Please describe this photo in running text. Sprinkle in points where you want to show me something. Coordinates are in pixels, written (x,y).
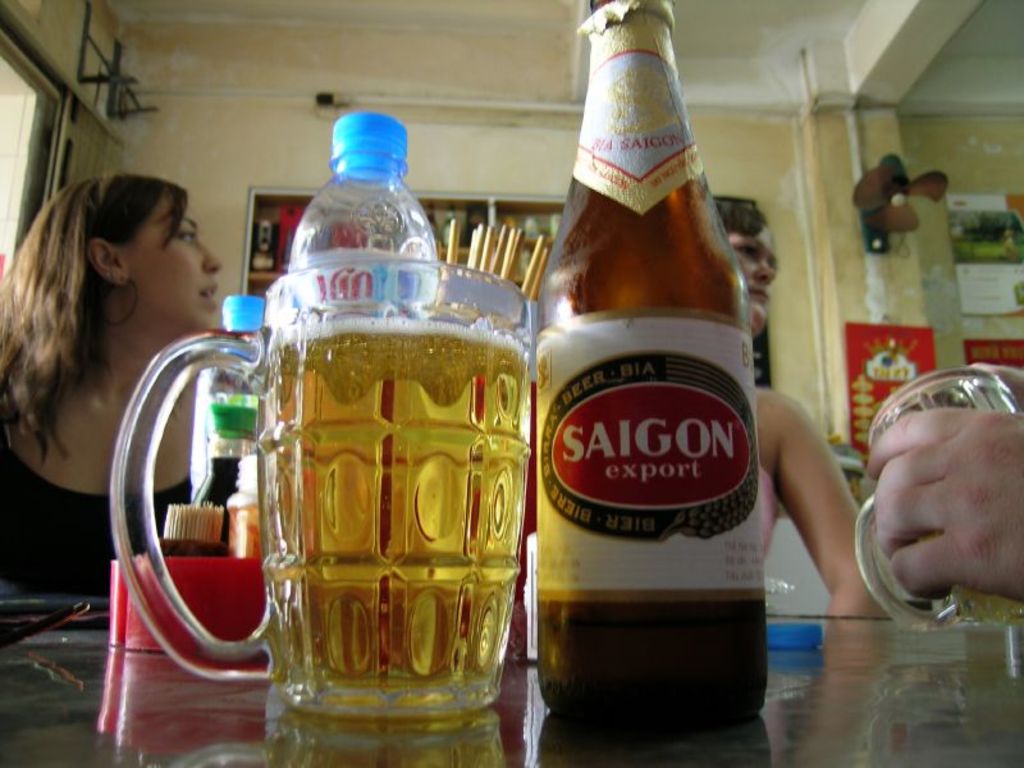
It's a jug (473,359) and a beer bottle (680,256) behind this there are two girls (104,435) sitting.
